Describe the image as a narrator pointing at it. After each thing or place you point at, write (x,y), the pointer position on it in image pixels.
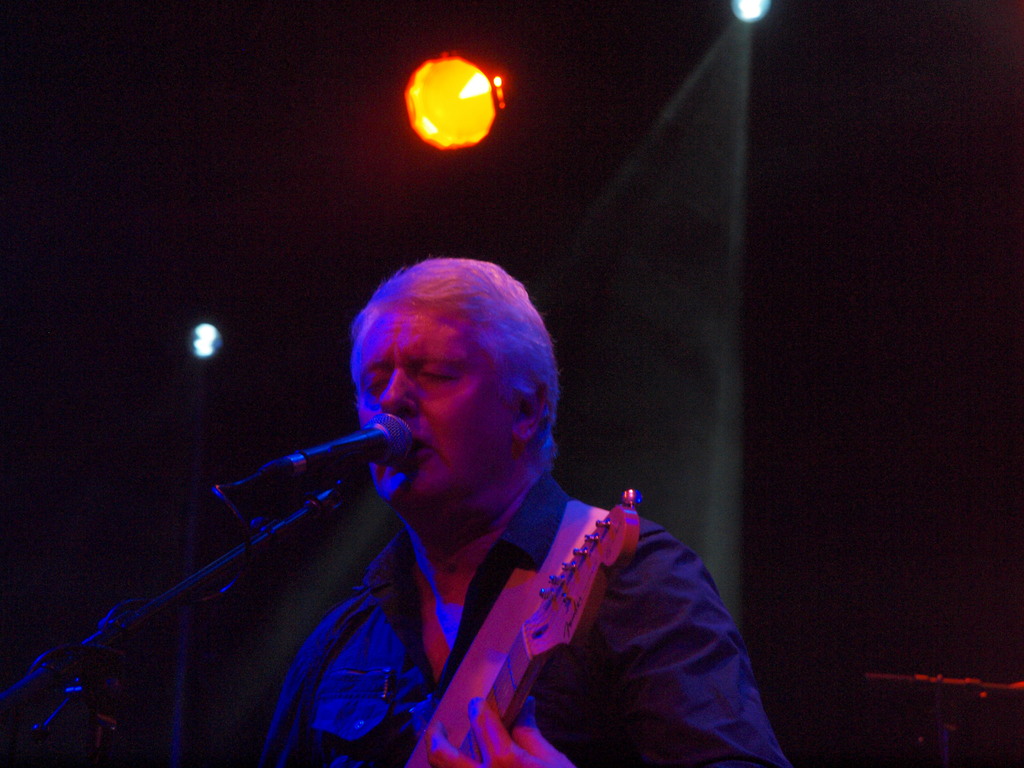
There is a person (434,455) who is playing a guitar (505,665) and singing a song through the microphone (377,423) and at the top of the image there are lights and at the background (902,291) black color sheet (923,412).
